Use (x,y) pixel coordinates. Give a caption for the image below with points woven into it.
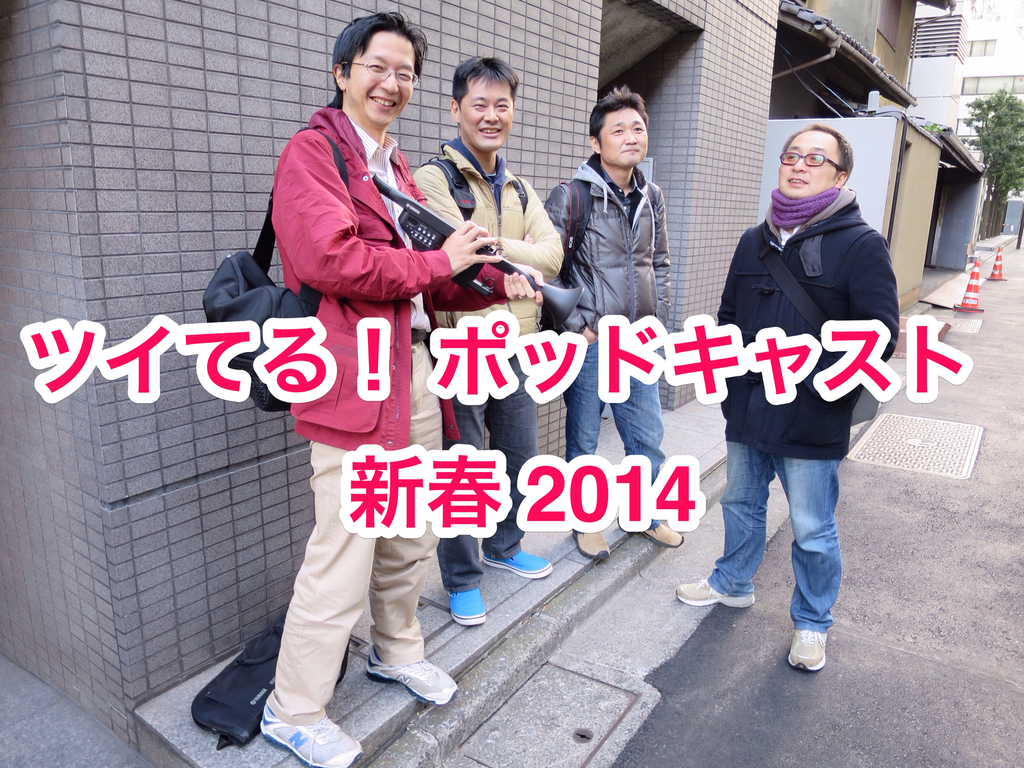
In this picture there are men (507,232) standing and smiling, among them there is a man (331,293) holding a musical instrument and carrying a bag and we can see text (314,381), bag (228,678), road (926,563) and wall (739,130). In the background of the image (899,129) we can see buildings (942,121), tree (990,203) and traffic cones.
